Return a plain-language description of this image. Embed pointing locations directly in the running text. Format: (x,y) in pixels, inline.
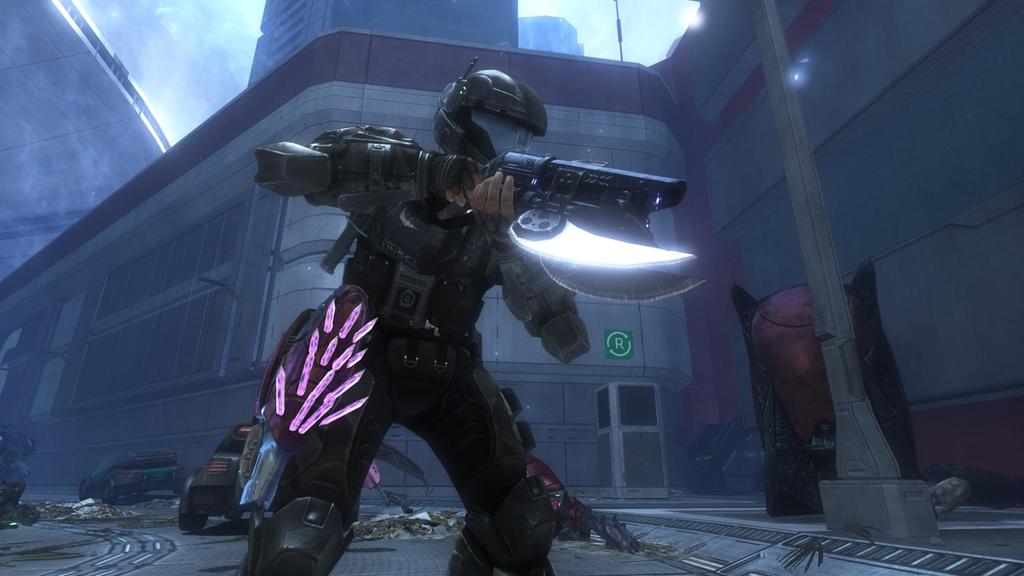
This is an animate image. We can see a person (362,162) is holding a gun (541,162) which has two blades (547,237) to it in his hands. In the background (181,387) there are vehicles (231,487) on the road (392,567), buildings (210,381), bridge (96,122), poles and clouds (98,16) in the sky (249,79).
